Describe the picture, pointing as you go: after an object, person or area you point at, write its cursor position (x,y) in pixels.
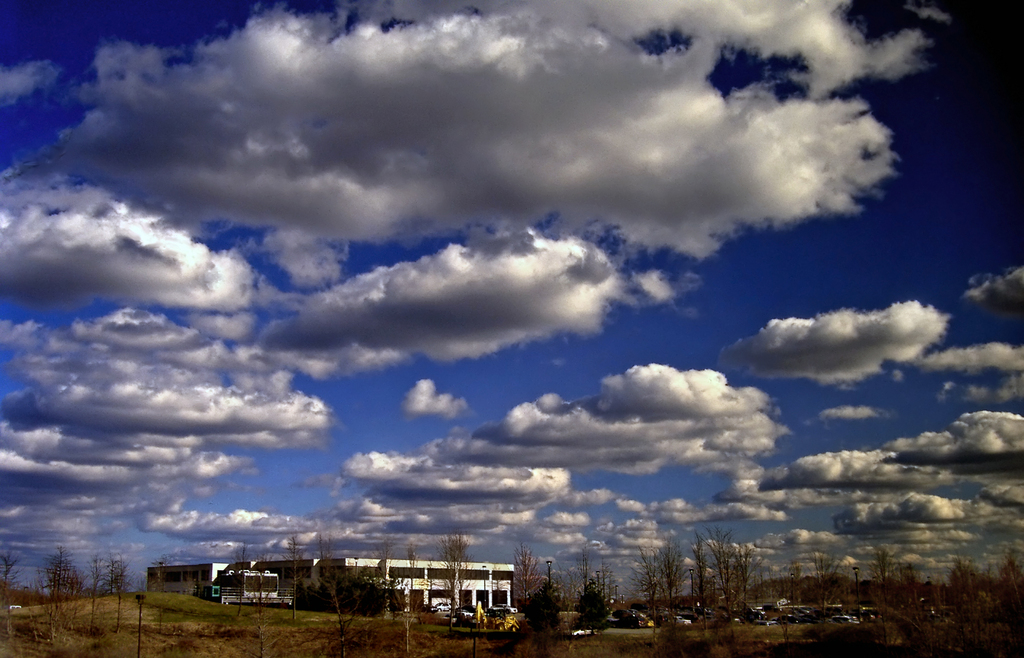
At the bottom of the image (346,585) we can see building (314,577), trees (522,596), vehicles (706,616) and grass (160,619). In the background (586,368) we can see sky (586,368) and clouds (527,255).
